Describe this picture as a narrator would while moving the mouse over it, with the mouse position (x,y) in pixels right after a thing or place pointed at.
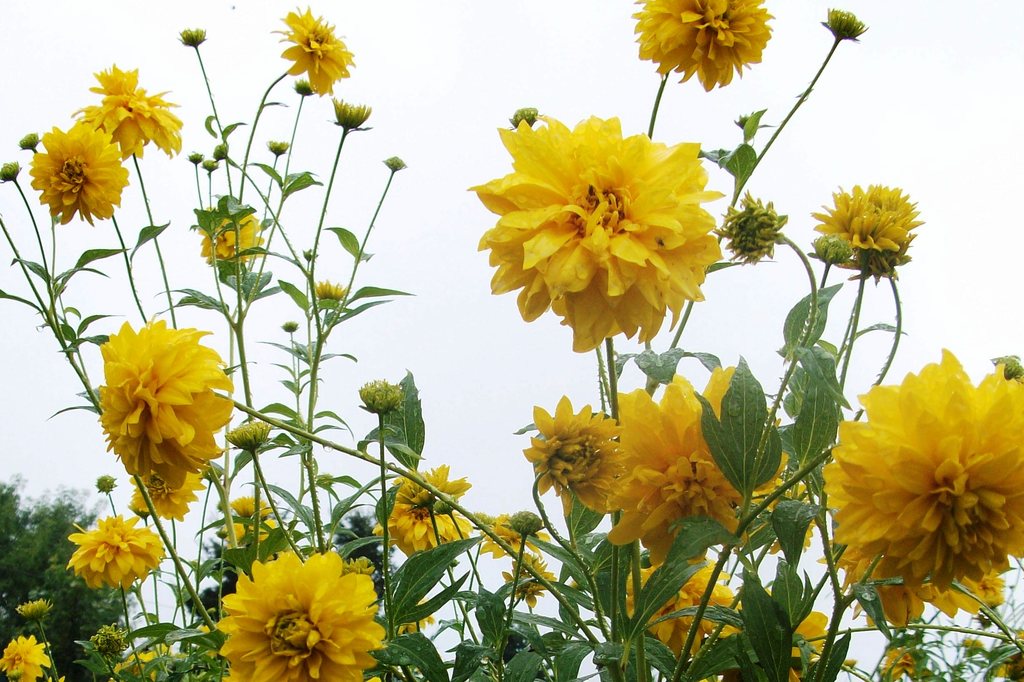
In this image I can see few flowers (189,454) in yellow color, plants (728,433) in green color and the sky (408,75) is white color.
